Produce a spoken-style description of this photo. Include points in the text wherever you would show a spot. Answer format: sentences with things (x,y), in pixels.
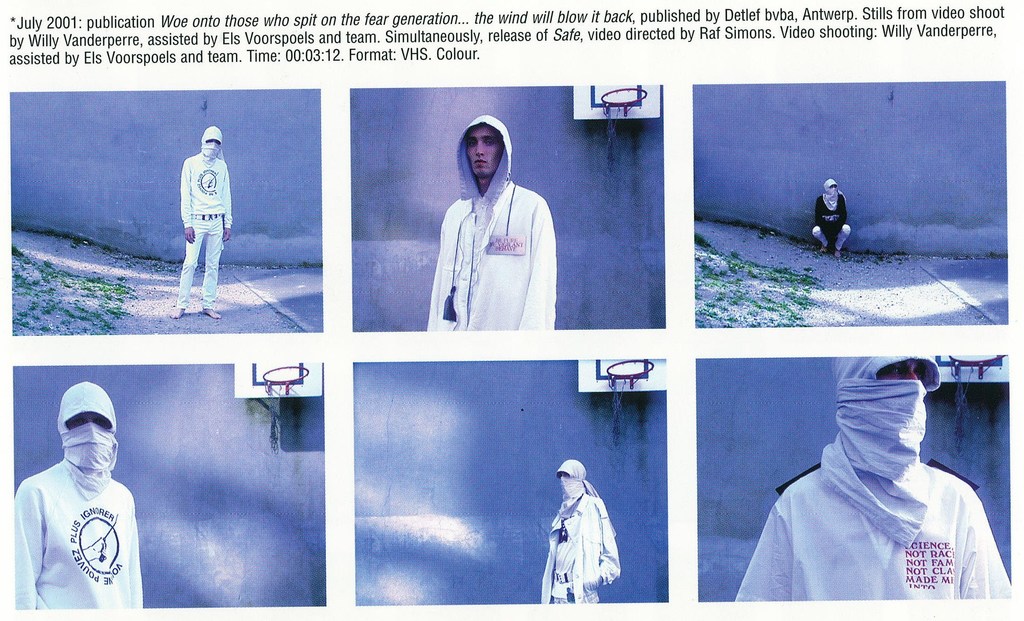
This is a collage picture. I can see a man (526,238) in different angles, there is a basketball hoop (613,109), and in the background (637,205) there is a wall (621,212) and there are some words (967,32) and numbers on the image.
